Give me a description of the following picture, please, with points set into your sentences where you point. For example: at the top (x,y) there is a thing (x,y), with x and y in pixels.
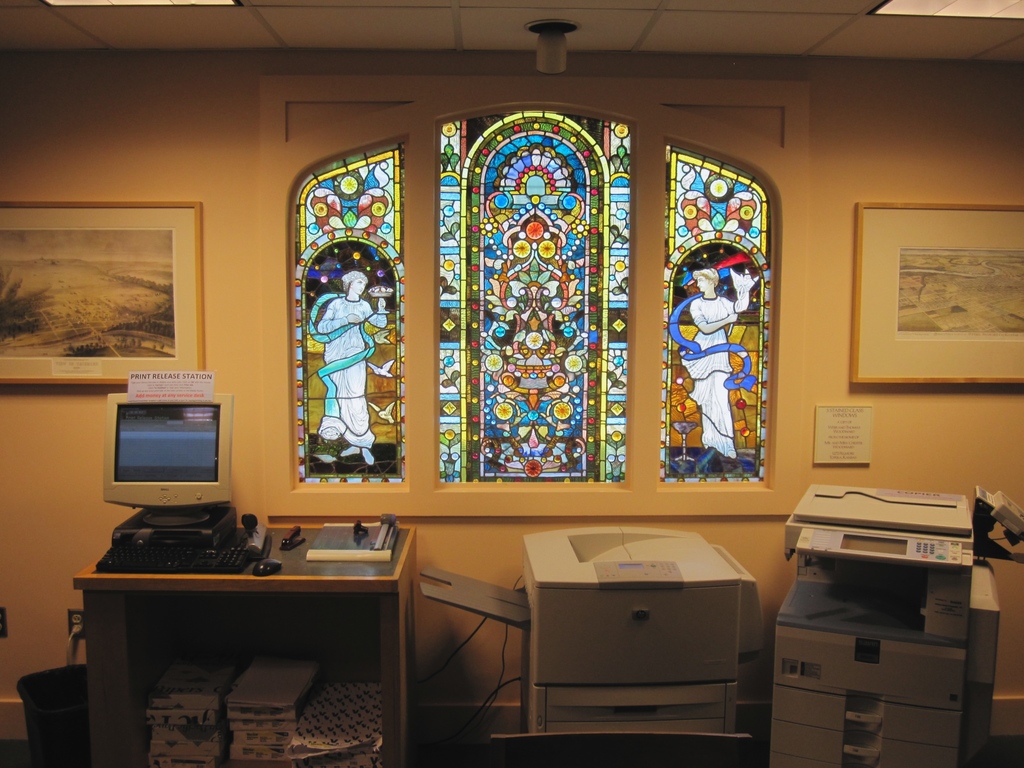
We can able to see a glass painting (584,374). Pictures (95,287) on wall (900,163). On this table (361,592) there is a keyboard (210,558), mouse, stapler (288,540) and monitor (167,474). Under the table (296,570) there are Paper bundles (308,716). This is bin (32,725). These are xerox machines (780,615).
